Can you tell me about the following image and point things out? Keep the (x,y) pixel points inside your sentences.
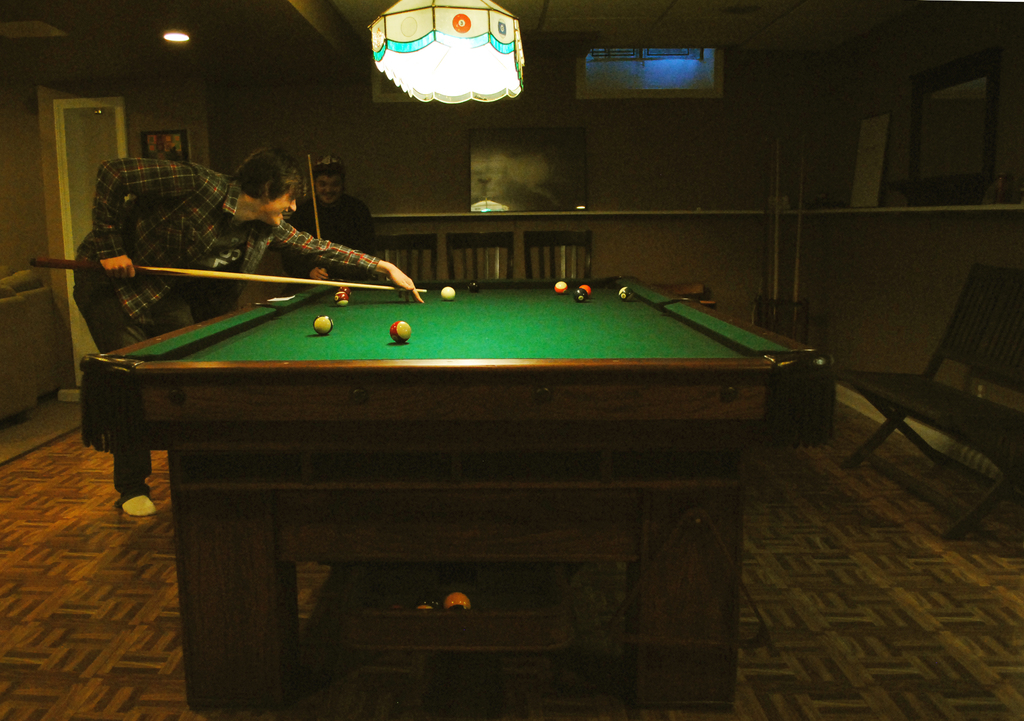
In this image i can see 2 persons (224,196) holding sticks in their hands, I can see a table (370,333) on which there are few balls (327,321). In the background (676,206) i can see the wall (674,146), a light (496,74), a television screen (583,138) and the ventilator (645,86).
